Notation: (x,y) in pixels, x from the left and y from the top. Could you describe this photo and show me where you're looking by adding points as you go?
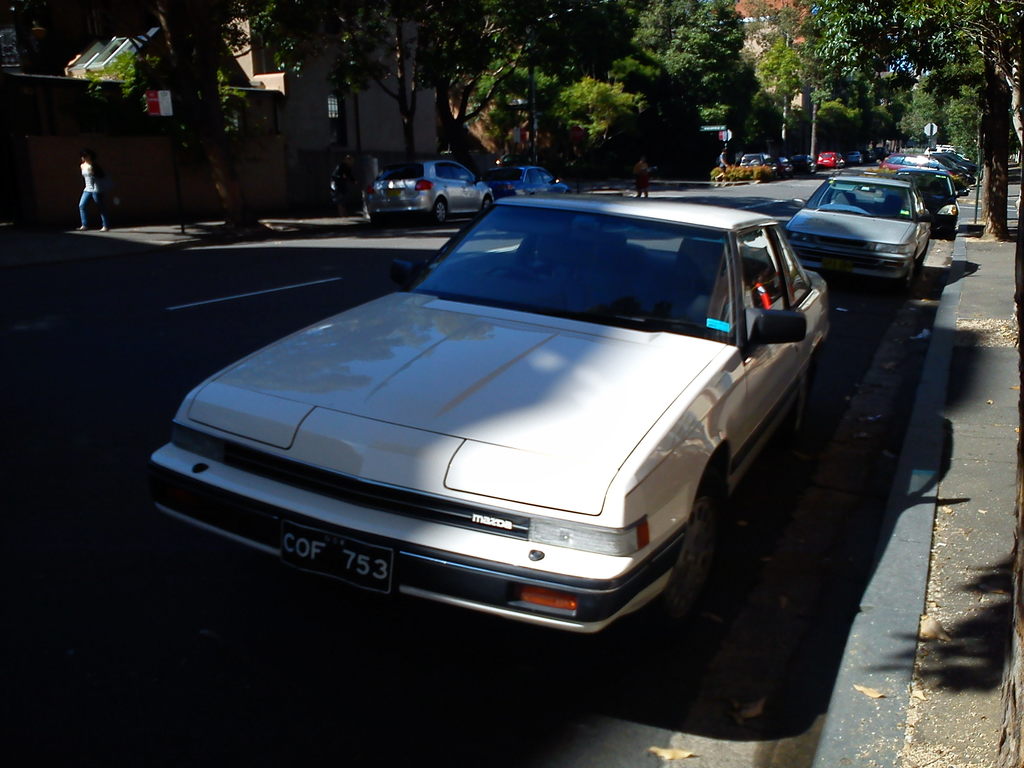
This image consists of cars (611,276) parked on the road (3,425). At the bottom (194,654), there is a road (195,675). In the background (510,90), there are buildings (131,138) along with the trees (780,130).
